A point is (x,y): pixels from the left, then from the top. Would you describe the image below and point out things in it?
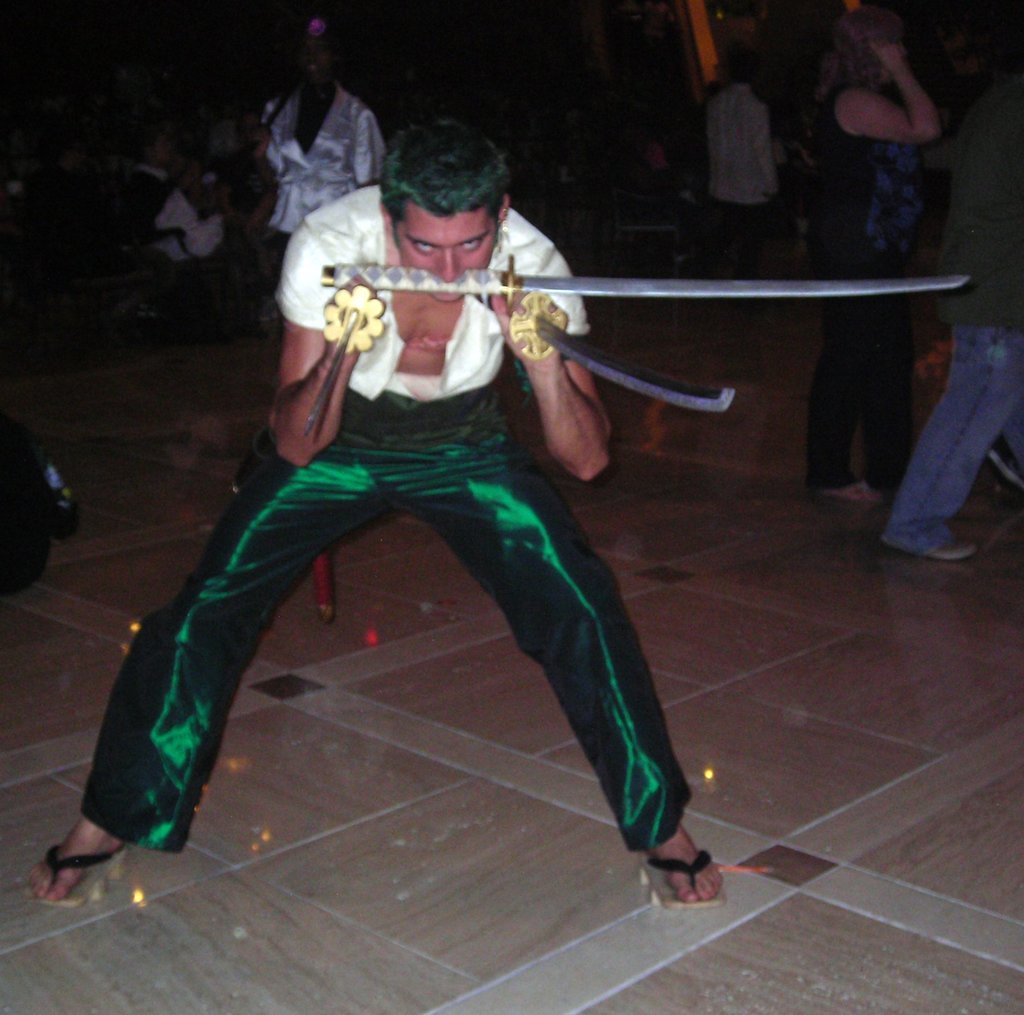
In this image we can see few people (580,421) and few people (560,432) are holding some objects (360,340). There are few objects (63,509) on the floor (66,564). We can see the light reflection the floor (123,486) in the image.
